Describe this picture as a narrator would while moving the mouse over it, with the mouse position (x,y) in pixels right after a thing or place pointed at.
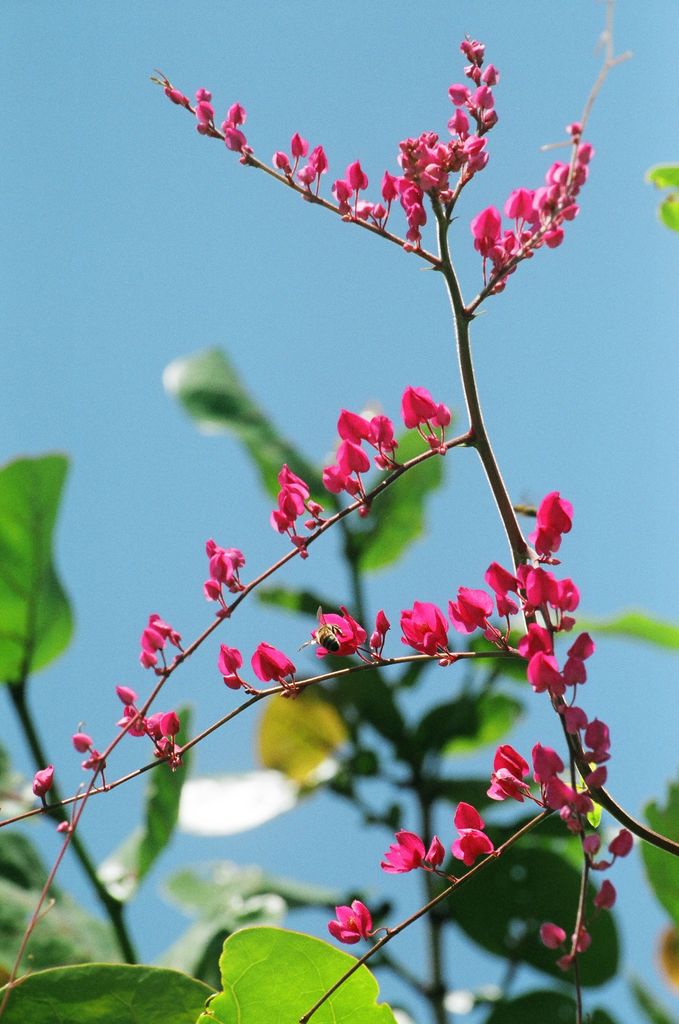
In this image I can see few plants (171,743) and few flowers (456,825) to it which are pink in color. In the background (136,46) I can see the sky (142,225) which is blue in color.
